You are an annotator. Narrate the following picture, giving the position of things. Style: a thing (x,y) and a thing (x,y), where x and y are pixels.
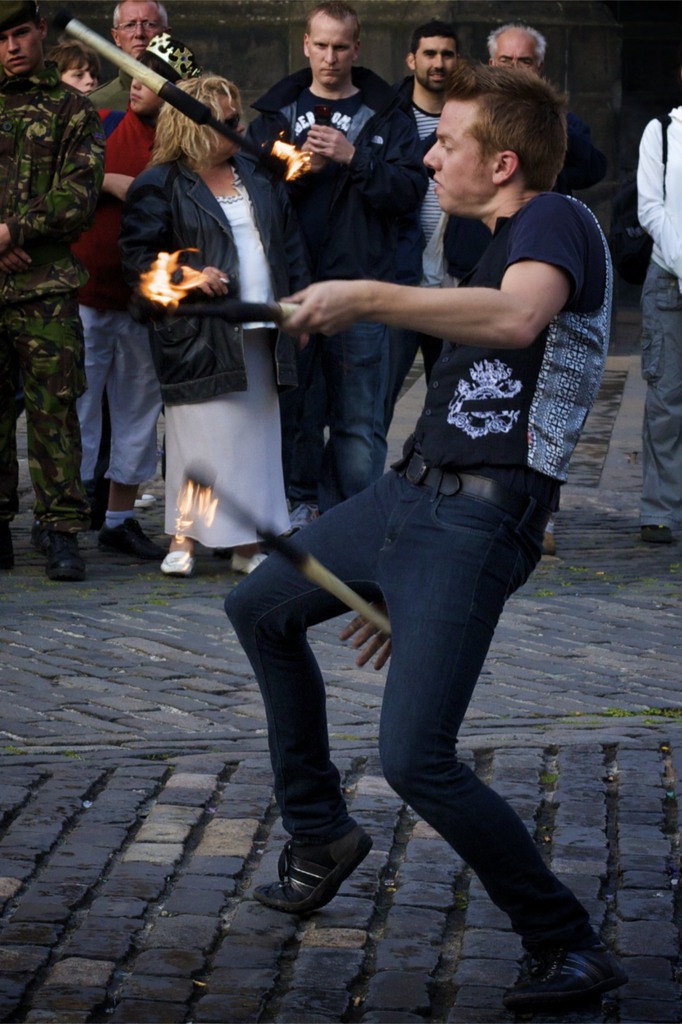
A man (406,615) is playing with fire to the sticks (226,126) on the ground (417,374). In the background (262,218) there are few persons (172,496) standing on the ground (19,622) and we can see the wall (192,3).
